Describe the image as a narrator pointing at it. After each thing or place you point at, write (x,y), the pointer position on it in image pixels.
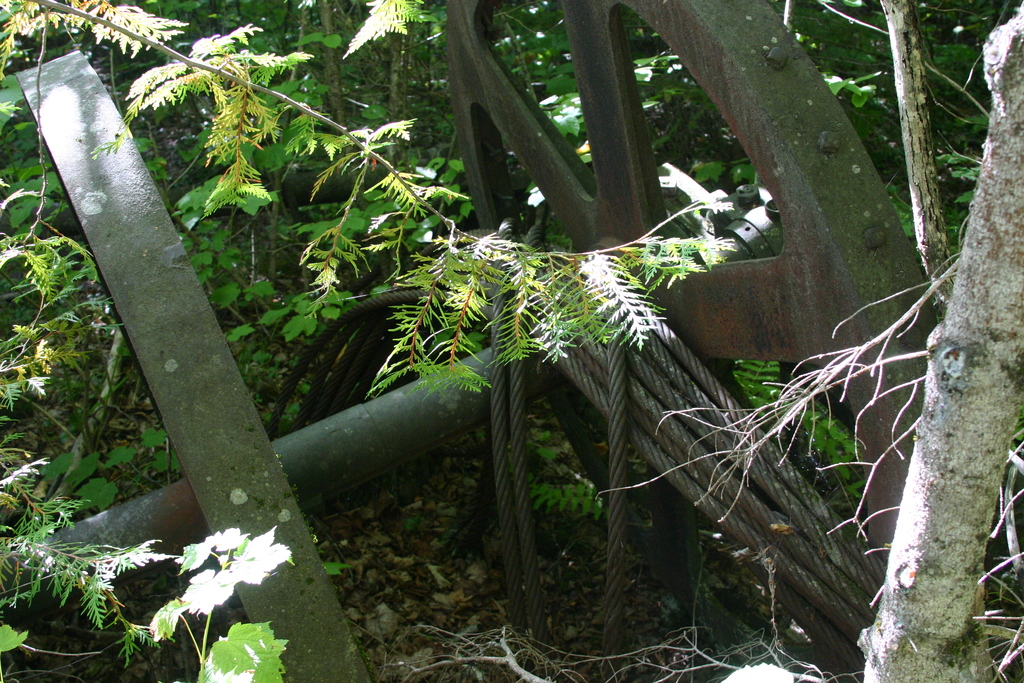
In this image I can see iron objects (244,492), rope (715,463), plants (483,239) and leaves (366,558).
